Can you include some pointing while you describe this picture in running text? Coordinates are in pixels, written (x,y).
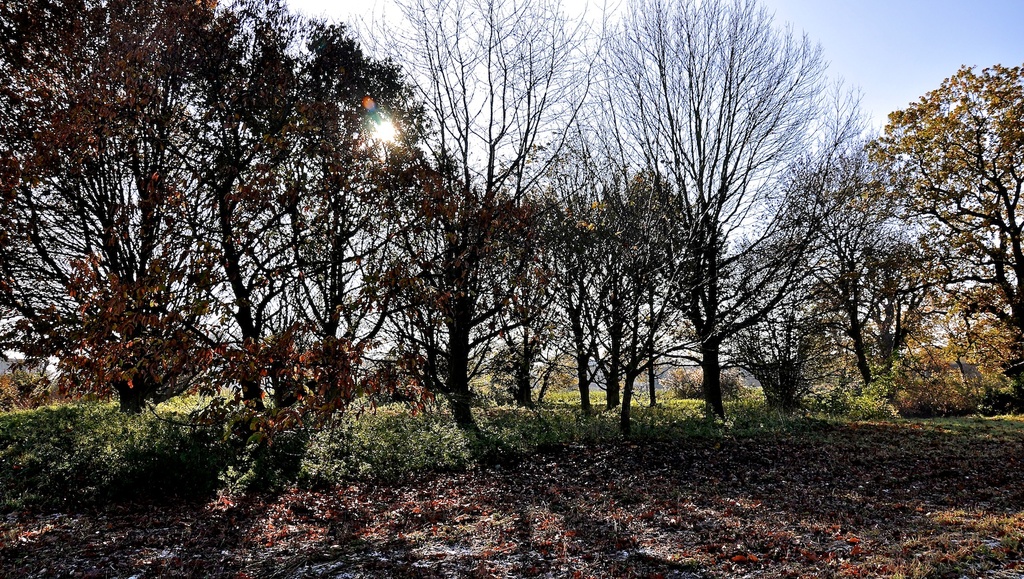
In this image I see the trees (53,133), grass (988,546) and the plants (722,383). In the background (1014,32) I see the sky (901,24) which is clear and I see the sun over here.
